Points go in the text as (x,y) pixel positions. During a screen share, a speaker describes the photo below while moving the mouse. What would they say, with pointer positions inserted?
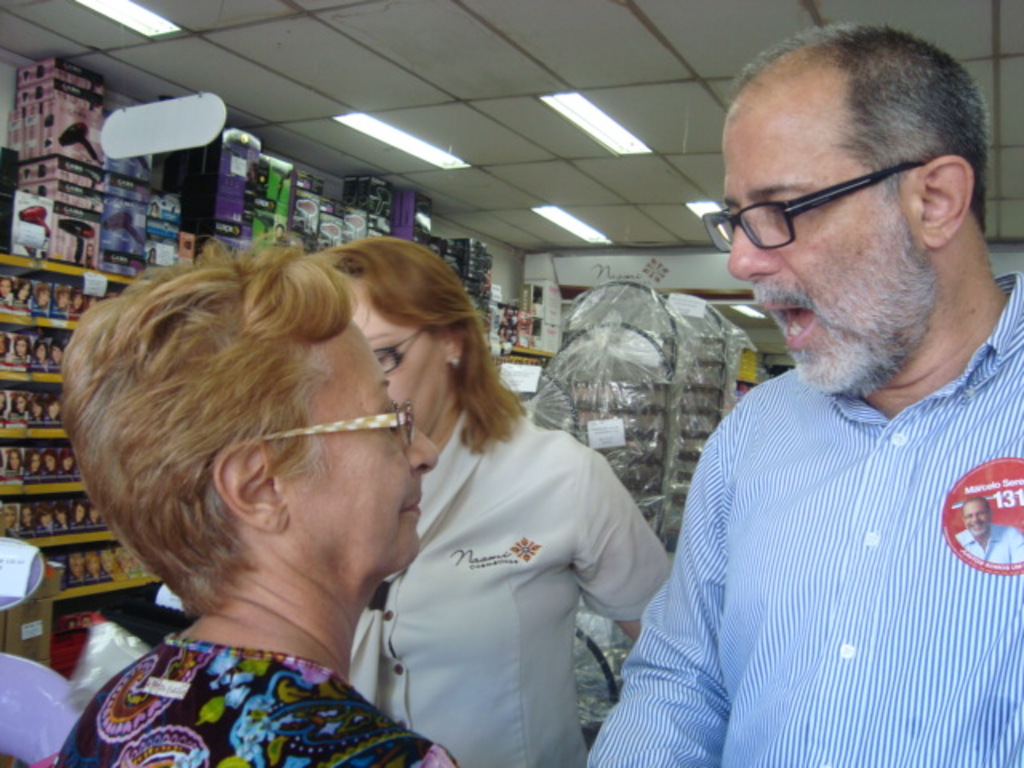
There are three persons (642,542) and they have spectacles (415,335). In the background (34,155) we can see a rack (532,352), boxes (57,286), and lights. This is roof (696,99).
